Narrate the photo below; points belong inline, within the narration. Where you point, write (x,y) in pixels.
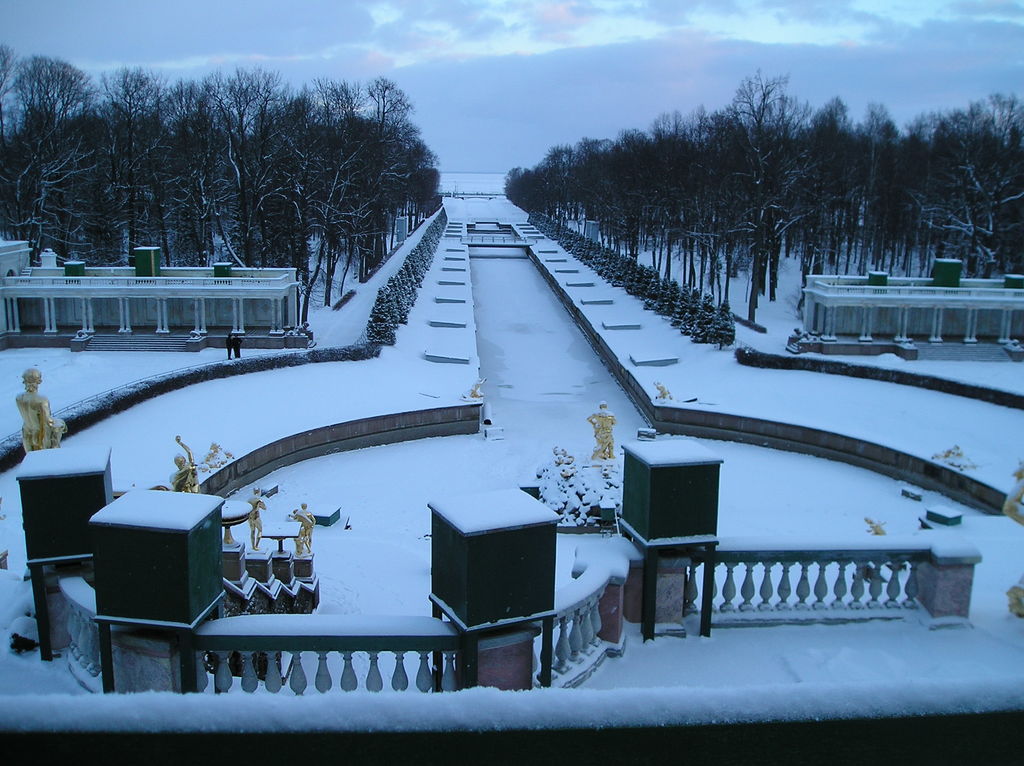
In this picture I can see the railing (858,558) and the snow (475,713) at the bottom (679,651), in the middle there are statues (604,449). There are trees (608,202) on either side of this image, at the top (626,31) there is the sky (610,45).
